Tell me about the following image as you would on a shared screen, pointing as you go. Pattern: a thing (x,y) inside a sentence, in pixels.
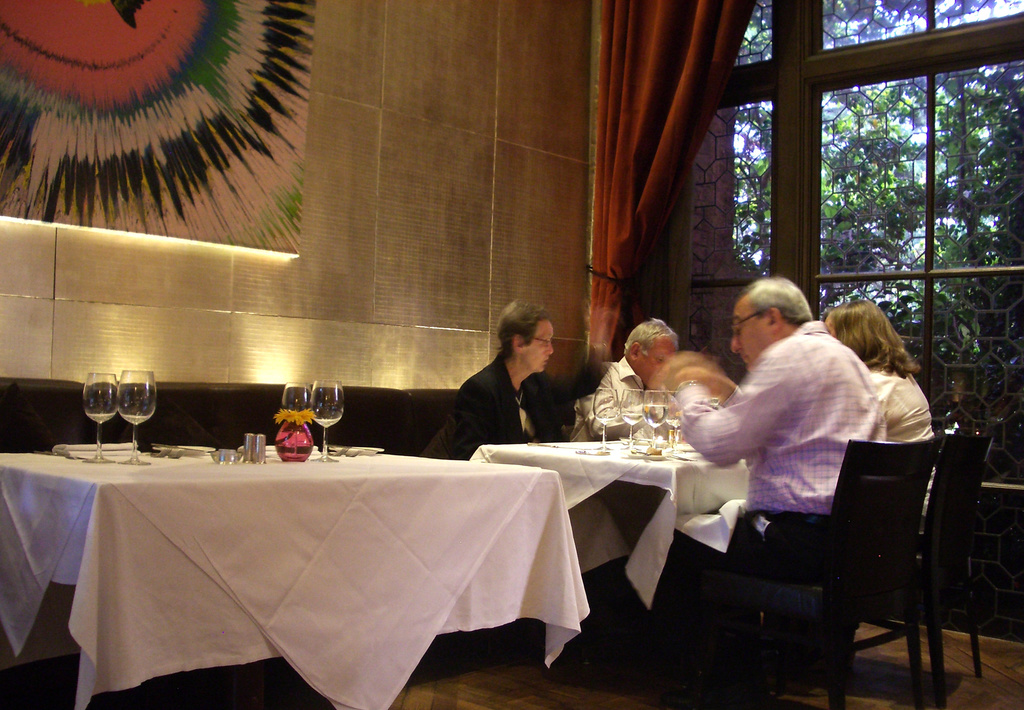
As we can see in the image, there is a wall (459,222), window (826,180), curtain (672,201), tables (479,489) and few people (835,453) sitting on chairs (913,508). On table (412,476) there are glasses (326,421) and napkins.
